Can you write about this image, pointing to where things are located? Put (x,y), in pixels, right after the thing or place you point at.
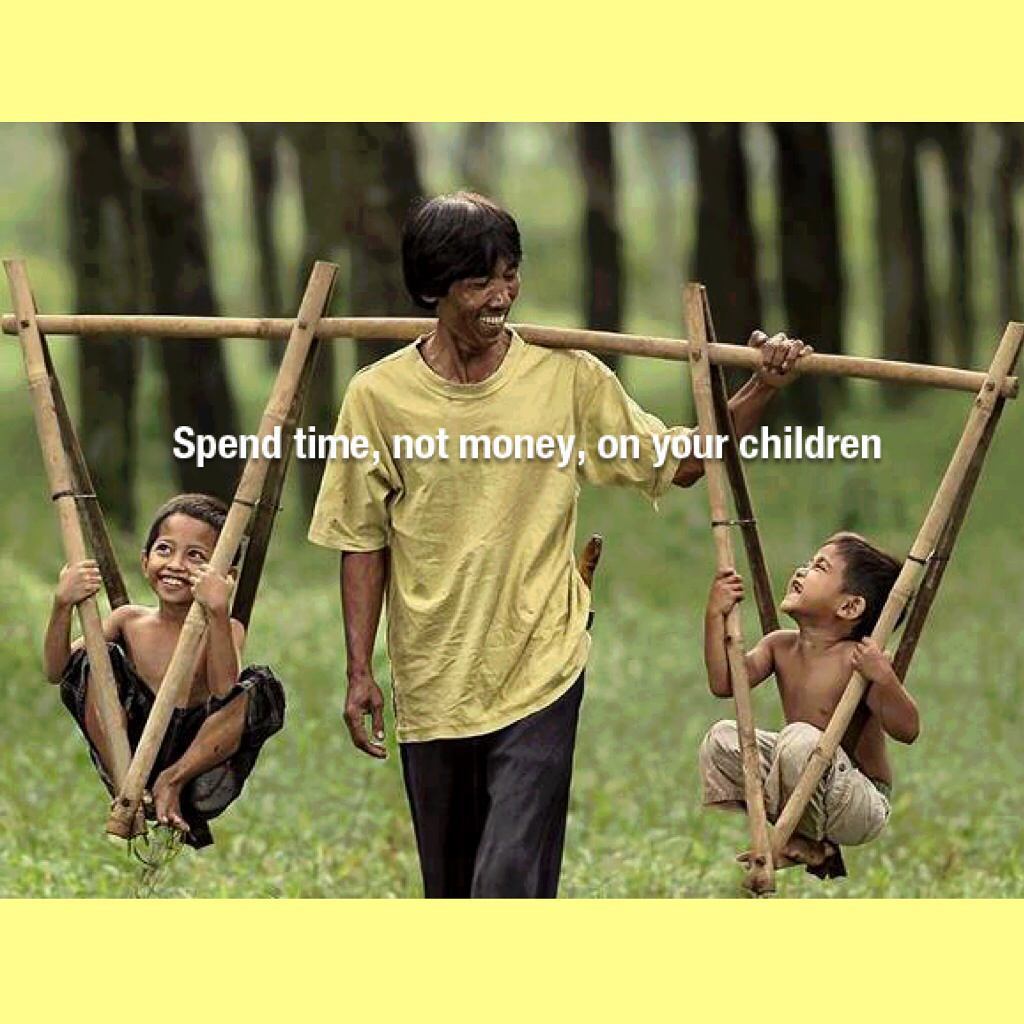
In the middle of the image (640,410) there is a man (421,408) with green t-shirt (487,501) is standing and he is laughing. And he is carrying the sticks (835,357), on the sticks (763,573) there are two boys (137,623) sitting. Behind the man (415,696) in the background (882,442) there's grass (873,472) on the ground (597,627) and also there are trees (873,251). And in the middle of the image (399,455) there is a caption (450,454).
